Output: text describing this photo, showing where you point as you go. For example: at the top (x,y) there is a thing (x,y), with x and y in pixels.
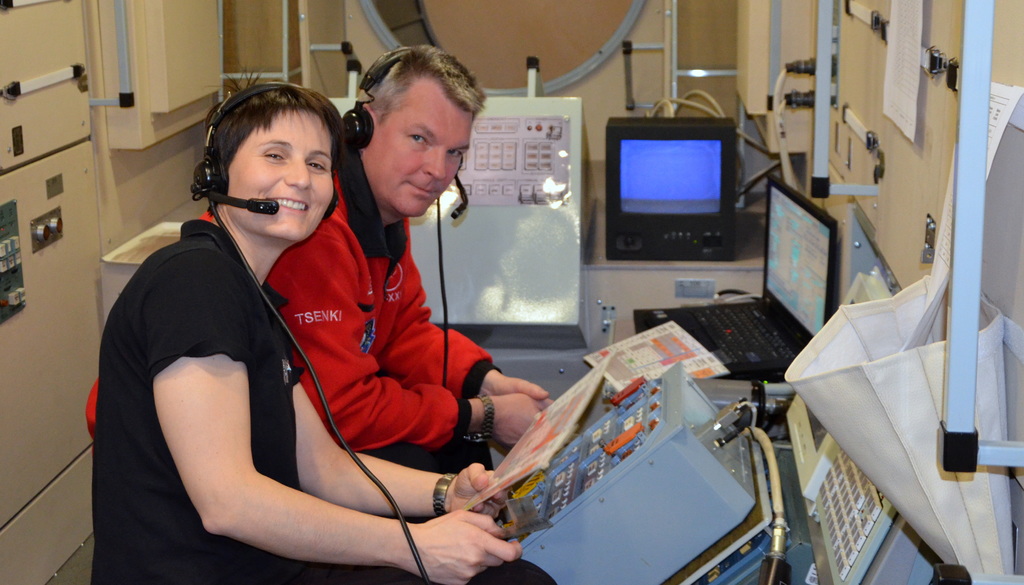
In this image, we can see two people (213,345) sitting and wearing headphones (264,90). We can also see some devices (632,235). On the right (873,372), we can see a wall (946,15) and a bag (982,375) and some papers (913,108) on it.
